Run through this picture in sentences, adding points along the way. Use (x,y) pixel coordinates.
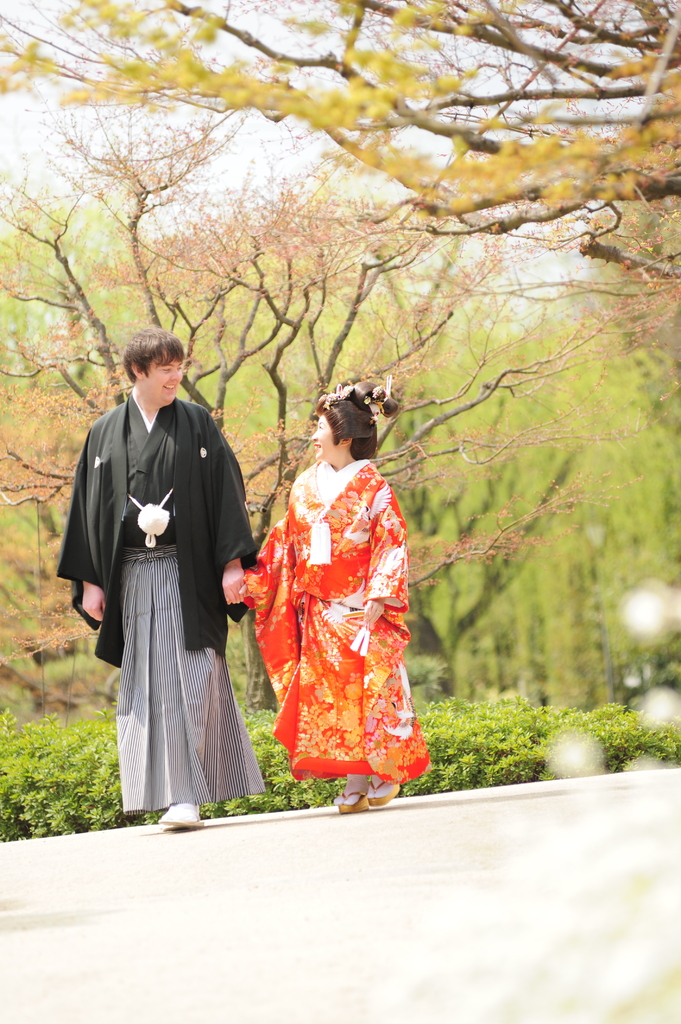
In this picture we can see two people (181,798) on the ground (288,848) and in the background (14,696) we can see plants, trees (665,356), sky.
